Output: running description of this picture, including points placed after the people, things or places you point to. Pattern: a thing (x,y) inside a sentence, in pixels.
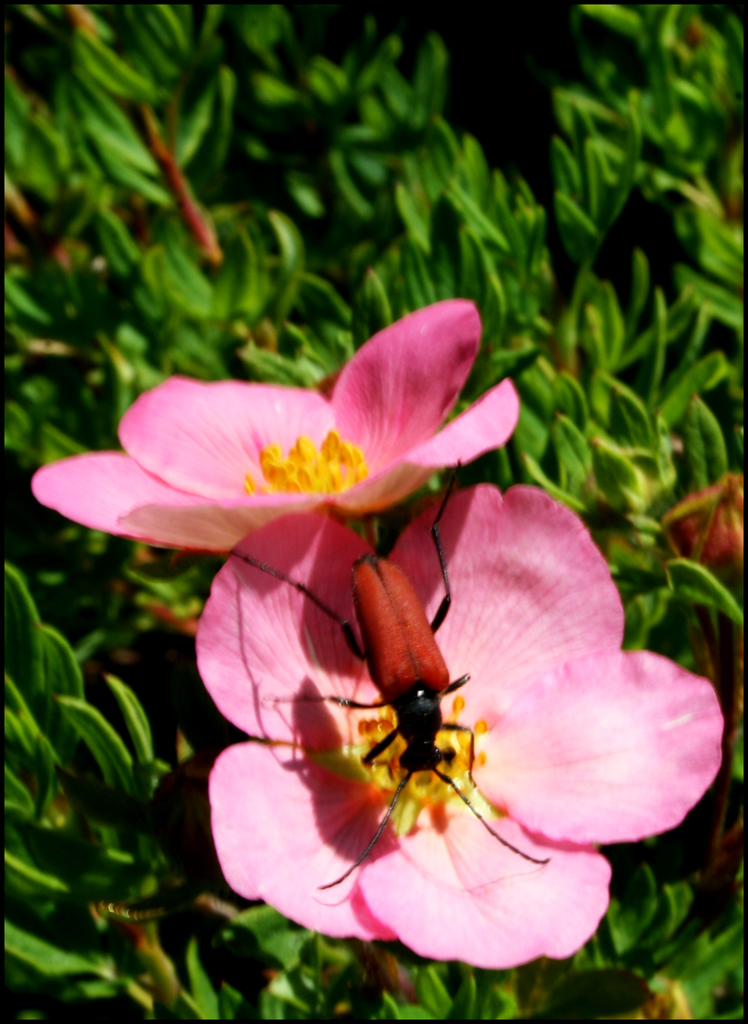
In this image I can see few pink and white color flowers (447,438) and green color plants (474,261). The insect (380,597) is on the flower (513,705).
